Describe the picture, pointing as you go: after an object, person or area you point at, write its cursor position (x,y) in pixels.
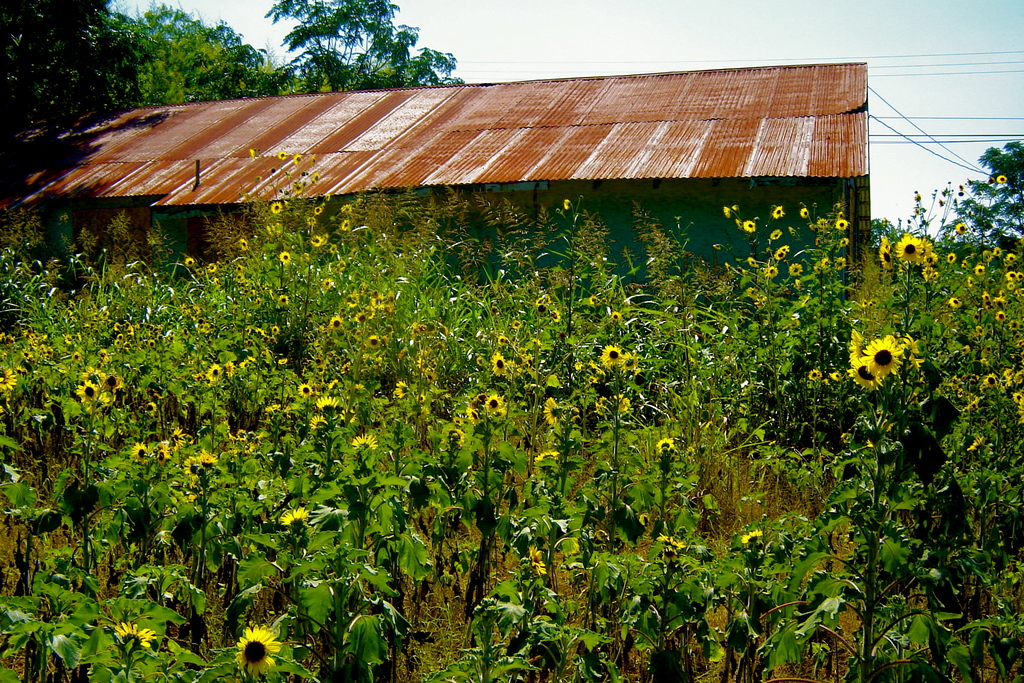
In this picture we can see plants (455,312) with flowers (14,336) and behind the plants (335,330) there is a shed (529,235) and cables (915,135). On the left side of the shed (622,148) there are trees (181,61). Behind the shed (655,130) there is the sky (784,20).
